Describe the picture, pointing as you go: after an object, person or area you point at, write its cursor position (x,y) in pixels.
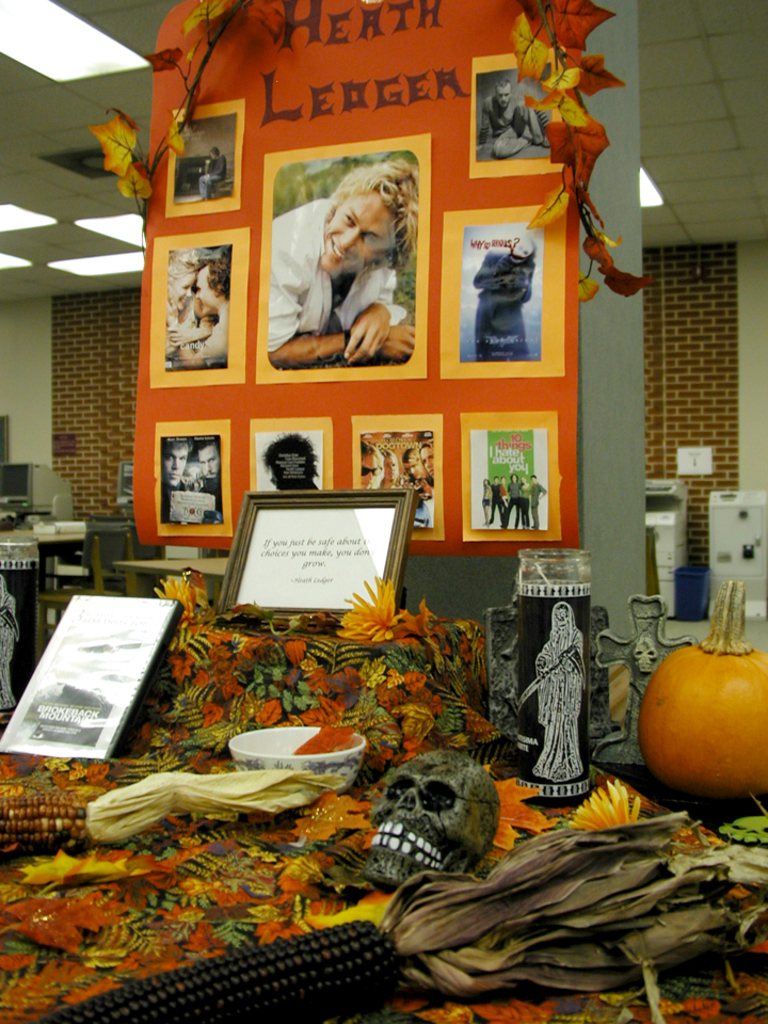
In this image we can see a poster (444,17) with some images (480,244) and text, there are some objects (503,655) like, photo frame (276,558), bowl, sculpture (598,679), skull (388,829), pumpkin (703,674), flowers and other, at the top of the roof (12,93) we can see some lights (55,32).
